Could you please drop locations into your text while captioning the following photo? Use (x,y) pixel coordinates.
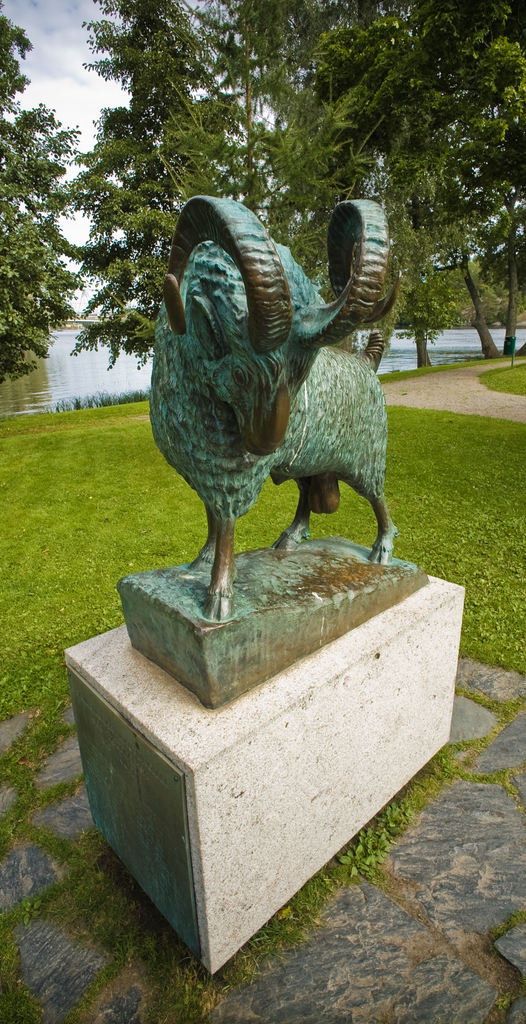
In this picture we can see a statue (218,306), grass (183,544), water (40,405), trees (142,177) and in the background (100,105) we can see the sky (52,81) with clouds (76,101).
